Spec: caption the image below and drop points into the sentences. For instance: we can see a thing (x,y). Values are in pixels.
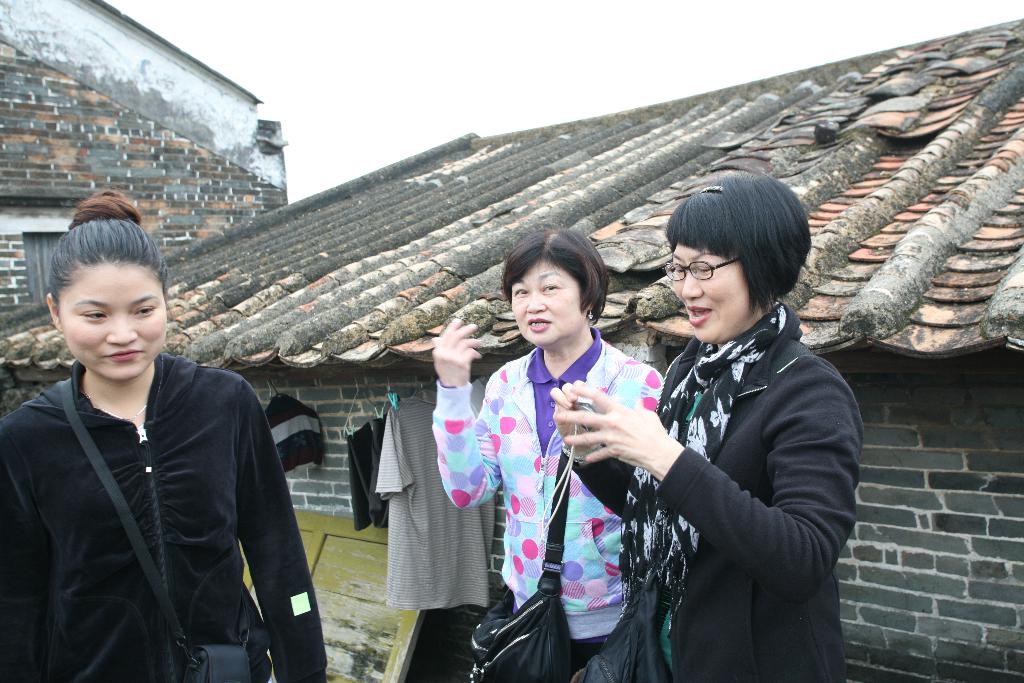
In this picture I can observe three women (439,393). Two of them are smiling. One of them is wearing spectacles (703,275). In the background (167,201) I can observe houses (368,207) and sky (341,99).
